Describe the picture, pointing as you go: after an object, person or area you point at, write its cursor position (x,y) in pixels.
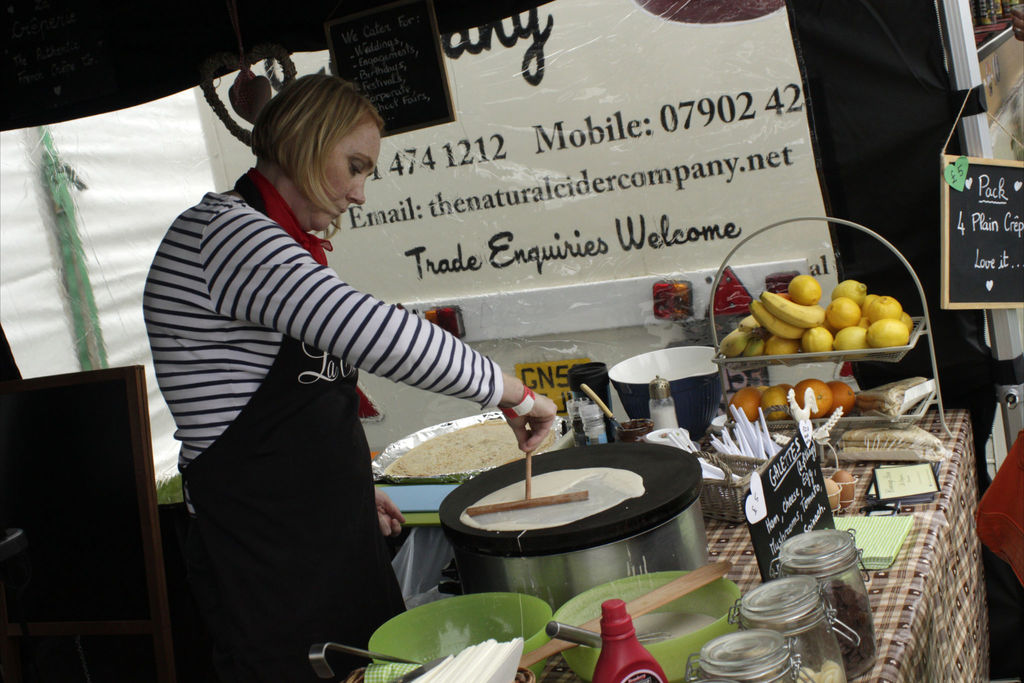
In this picture we can see a person (308,424) holding a stick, here we can see a table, bowls (666,431), jars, basket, tissue papers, name boards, fruits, banner (643,273) and some objects (975,20).
